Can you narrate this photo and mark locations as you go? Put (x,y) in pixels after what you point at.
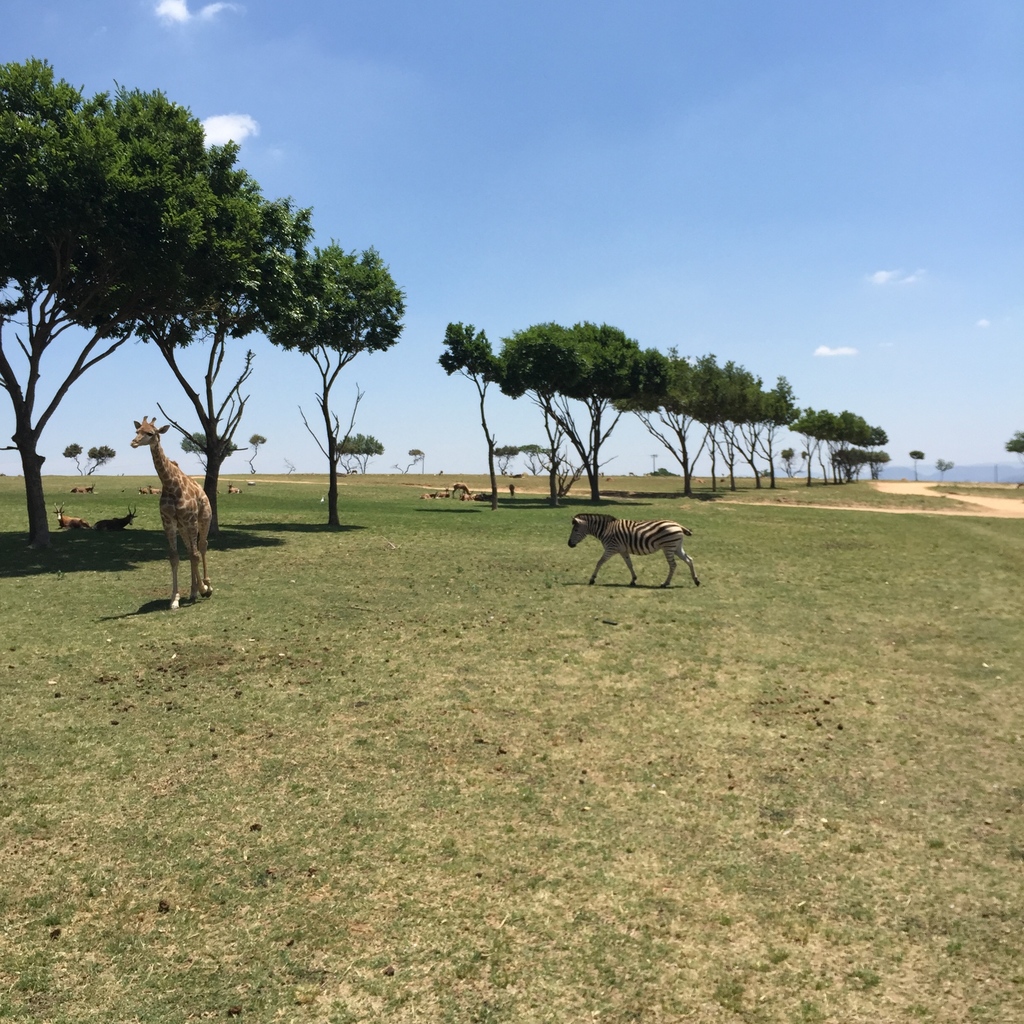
In this image there is a giraffe (178,522) standing on the grassland (260,671). Beside there are few animals (119,519) sitting on the grassland (236,517) having few trees (37,537). A zebra (573,536) is walking on the grassland (695,623). Top of the image (627,221) there is sky (740,238) with some clouds (889,275).
